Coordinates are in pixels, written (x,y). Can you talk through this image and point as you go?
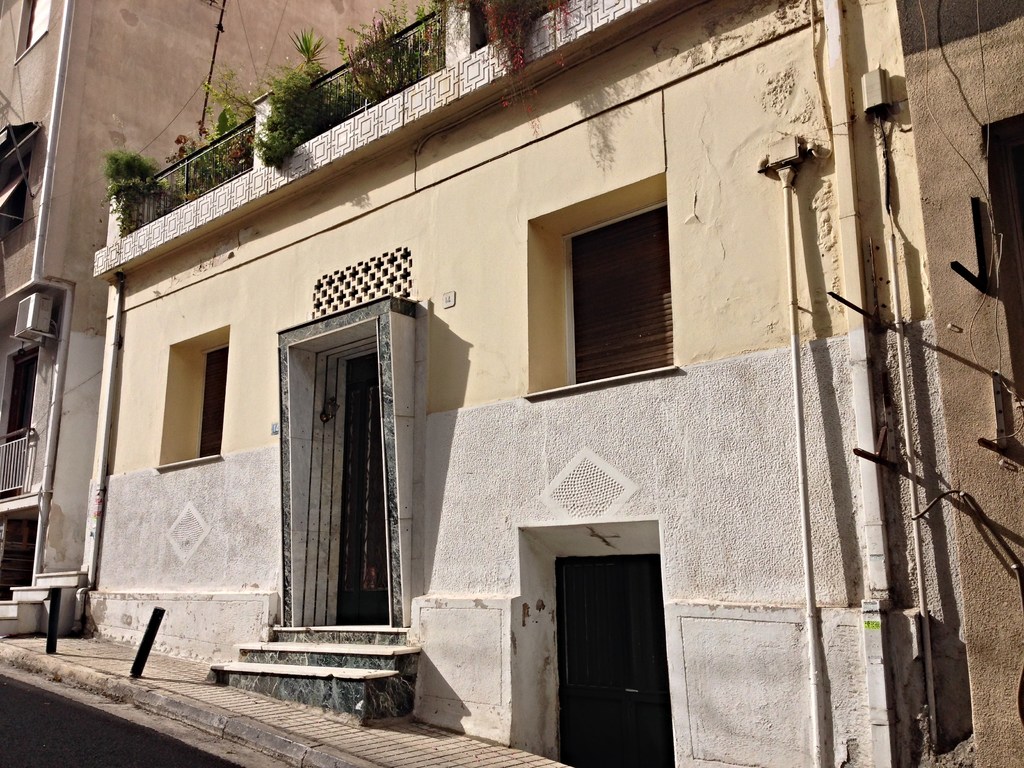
There is a road (137,743) near footpath (288,708) on which, there are two poles (59,617). Beside this footpath (108,658), there are buildings (226,376) which are having windows (8,207) and doors (21,381). There are plants (114,189) on the top of the building (476,20).
